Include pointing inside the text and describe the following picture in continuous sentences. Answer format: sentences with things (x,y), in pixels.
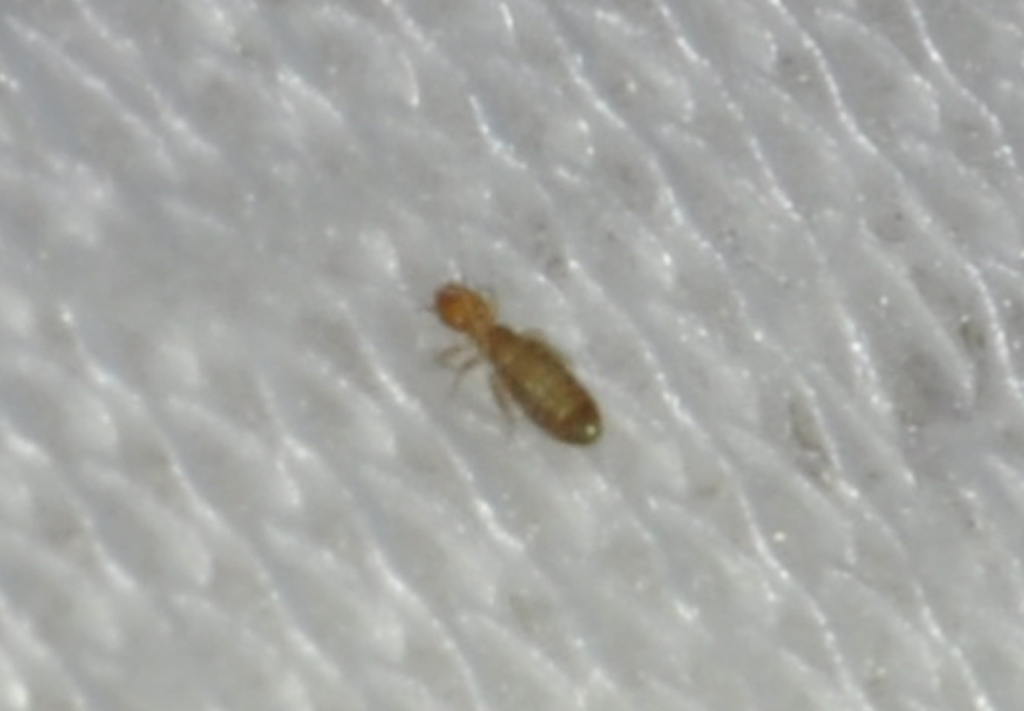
In this image, there is an insect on the ground (399,387) and background (749,90) is undefined.
